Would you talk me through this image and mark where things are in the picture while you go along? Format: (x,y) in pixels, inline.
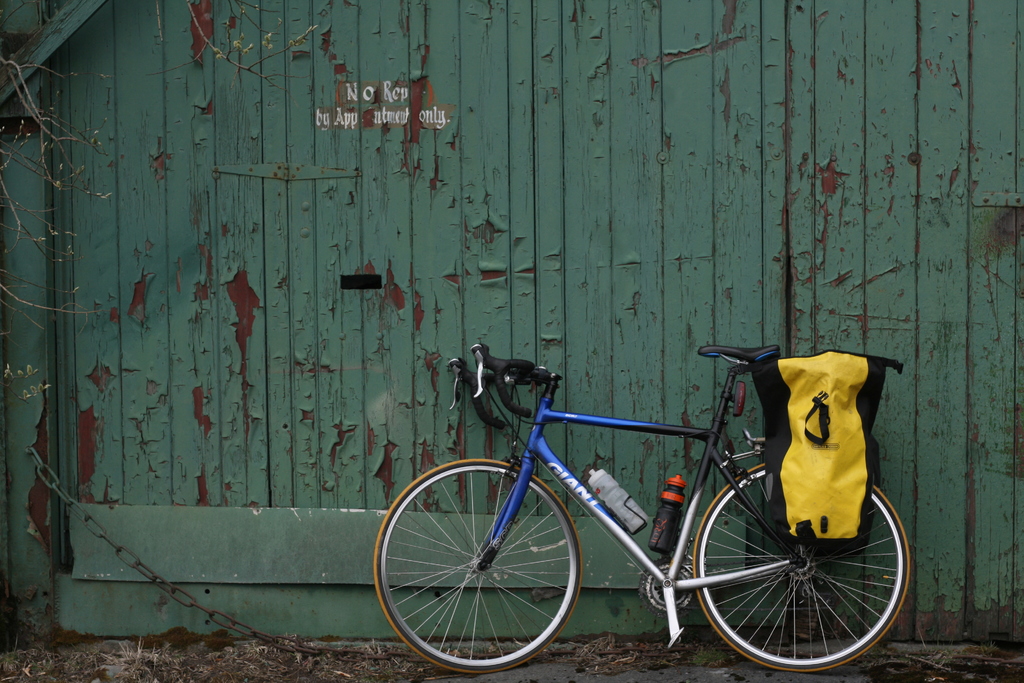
This is the picture of a building (474,111). In this image there is a bicycle (400,586) in the foreground (816,537) and there are bottles (665,540) and there is an object (812,467) on the bicycle (416,500). At the back (669,216) there is a building (435,279) and there is a text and there is a chain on the building (359,58). On the left side of the image (31,203) there is a tree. At the bottom (159,644) there is a mud (148,660).
